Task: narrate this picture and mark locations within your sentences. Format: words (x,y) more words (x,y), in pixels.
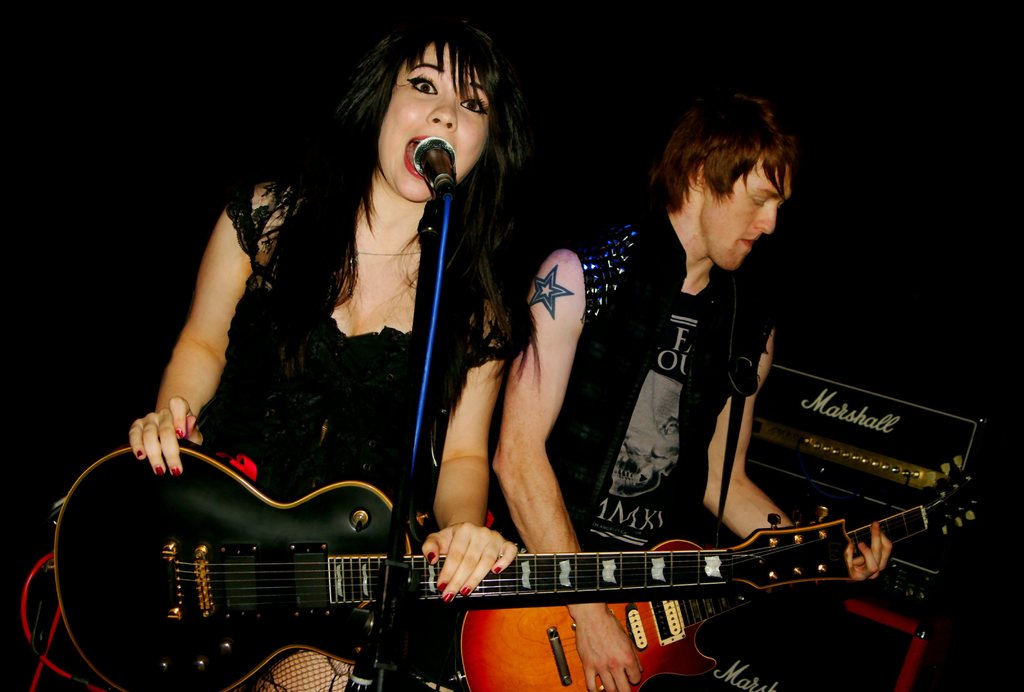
As we can see in the image there are two people (342,339). The women (358,339) who is standing here is holding guitar (337,593) and singing on mic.
